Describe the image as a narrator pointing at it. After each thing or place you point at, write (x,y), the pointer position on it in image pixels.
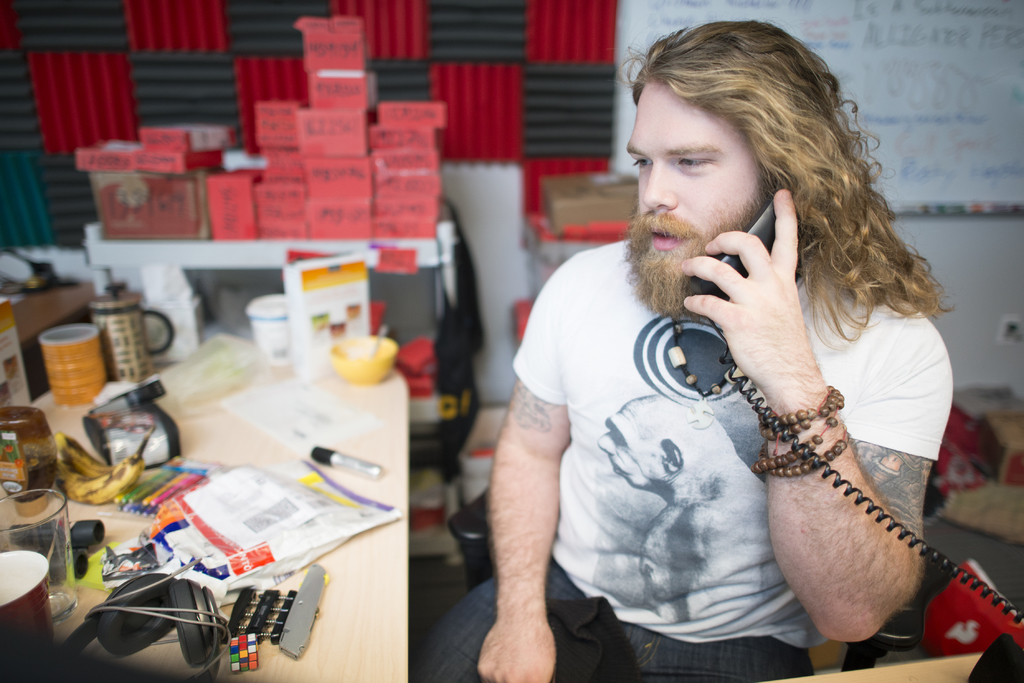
In this image I can see the person (563,526) sitting in-front of the table (382,535) and wearing the black and white color dress (593,555). I can see the person (546,554) holding the telephone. On the table (295,575) I can see the papers (231,535), headset (142,631), glass (51,546), cups (36,585), bananas (102,493), bowls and few more objects (130,429). To the side I can see some red color boxes (243,220). In the background (469,84) I can see the boards (584,122) to the wall (549,76) and there are many objects (1001,472) on the floor (953,542).
